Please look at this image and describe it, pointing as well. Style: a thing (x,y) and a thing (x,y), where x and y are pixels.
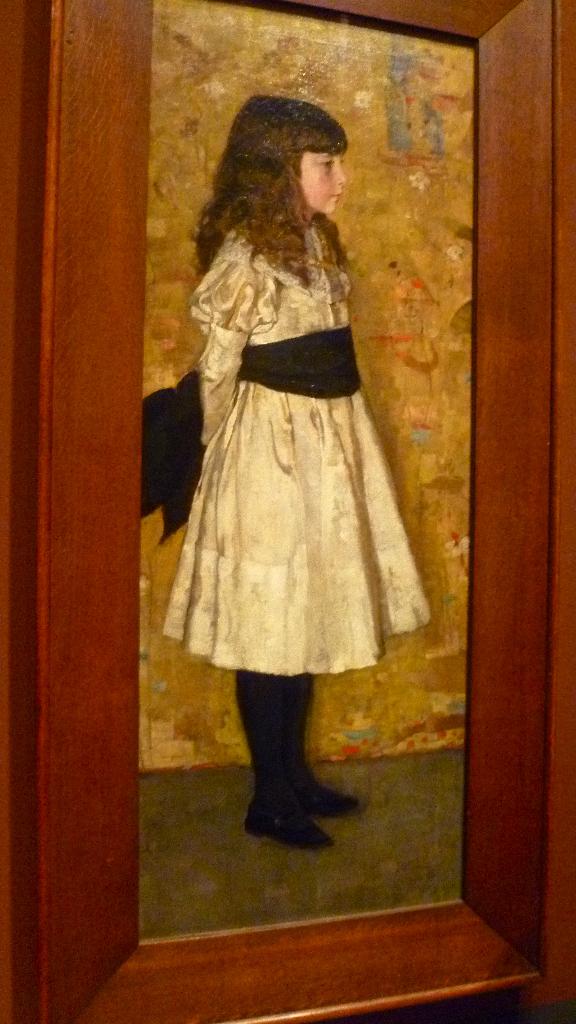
This is the picture of the photo frame (299,305). In this picture, we see a girl (288,336) in the white dress (337,433) is standing. Beside her, we see a wall (413,362). This photo frame (518,420) might be placed on the wall (559,992).
